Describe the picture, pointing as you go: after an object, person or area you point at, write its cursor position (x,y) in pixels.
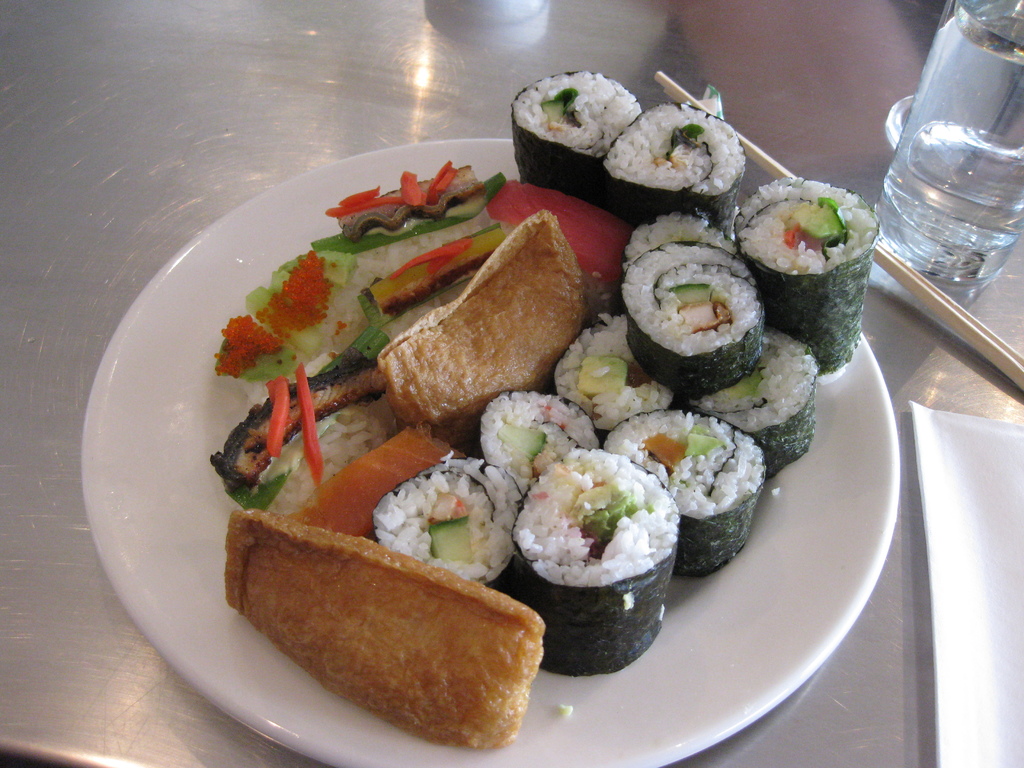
In this picture we can see a plate (797,620) in the front (719,585), there is some food (762,466) in the plate (737,618), on the right side (972,216) we can see a glass of drink (969,229), a chopstick (999,342) and a tissue paper (982,590).
